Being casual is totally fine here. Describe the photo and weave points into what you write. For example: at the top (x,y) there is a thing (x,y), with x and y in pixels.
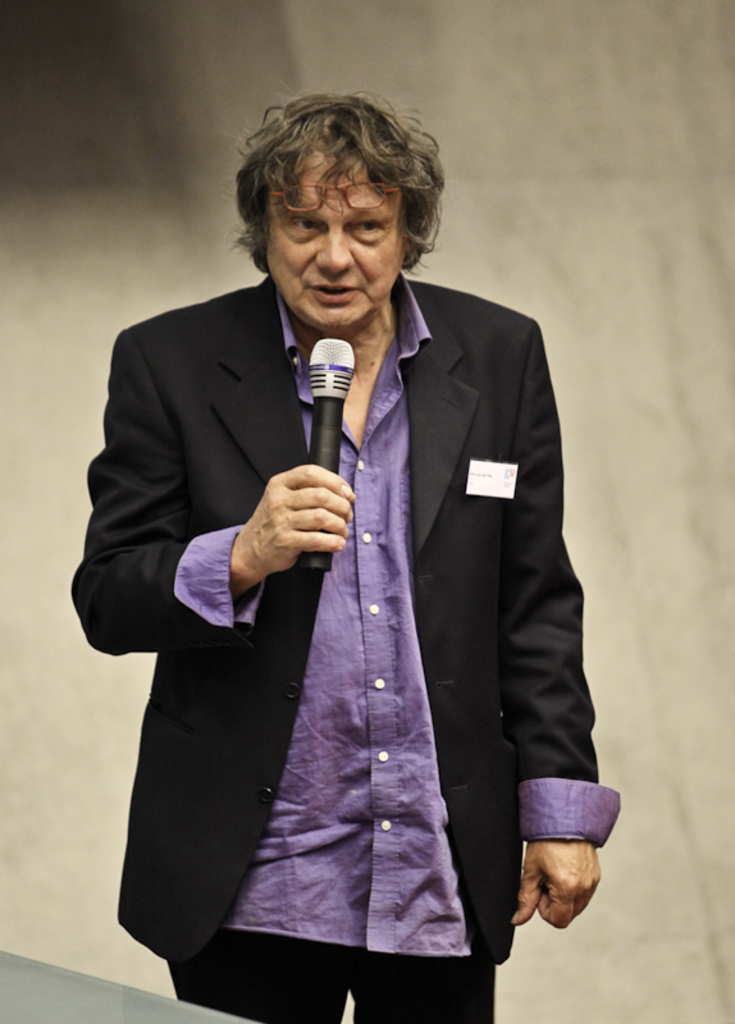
In this picture we can see a man (453,702) holding a microphone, he is wearing a black blazer (460,656) with purple shirt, and his hairs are very curly, in the background (585,219) we can see a cream color wall (10,350).
